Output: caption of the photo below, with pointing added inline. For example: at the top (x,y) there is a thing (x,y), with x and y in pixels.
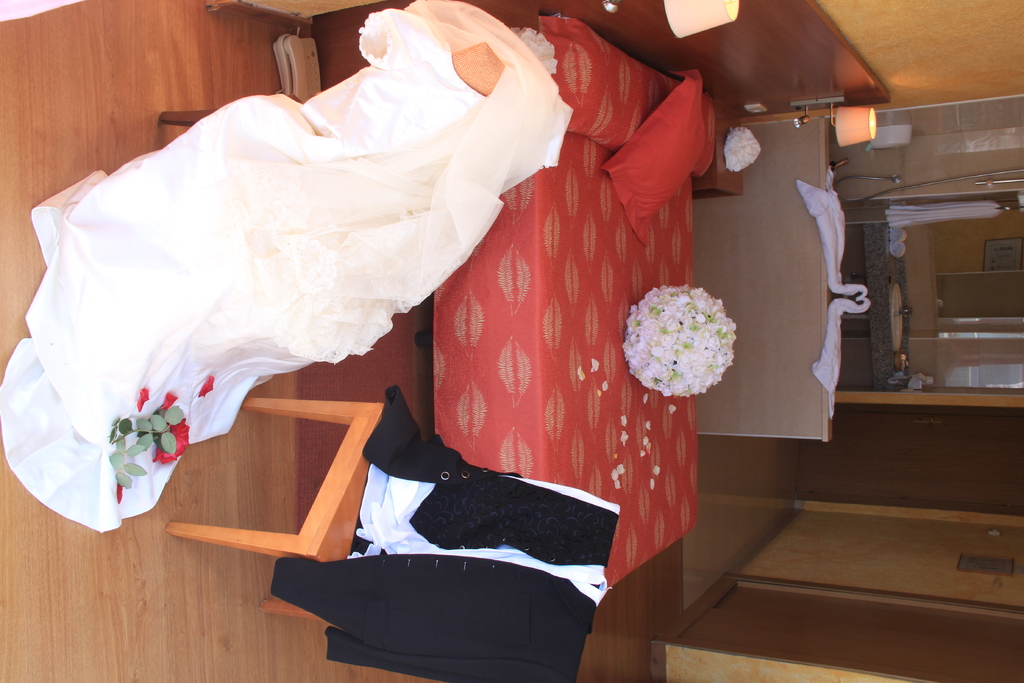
In the image we can see there is a white colour gown (398,234) kept on the chair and there is suit (531,545) kept on the chair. There is a rose flower (157,441) kept on the gown (130,443) and there is a ball (686,346) of white flowers (692,330) kept on the bed (467,286). There are towels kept on the table (787,269) in the shape of swans and behind there is hand wash sink (898,304). There is towel (971,203) kept on the hanger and there are lamps (736,9) kept on the wall (649,41).
